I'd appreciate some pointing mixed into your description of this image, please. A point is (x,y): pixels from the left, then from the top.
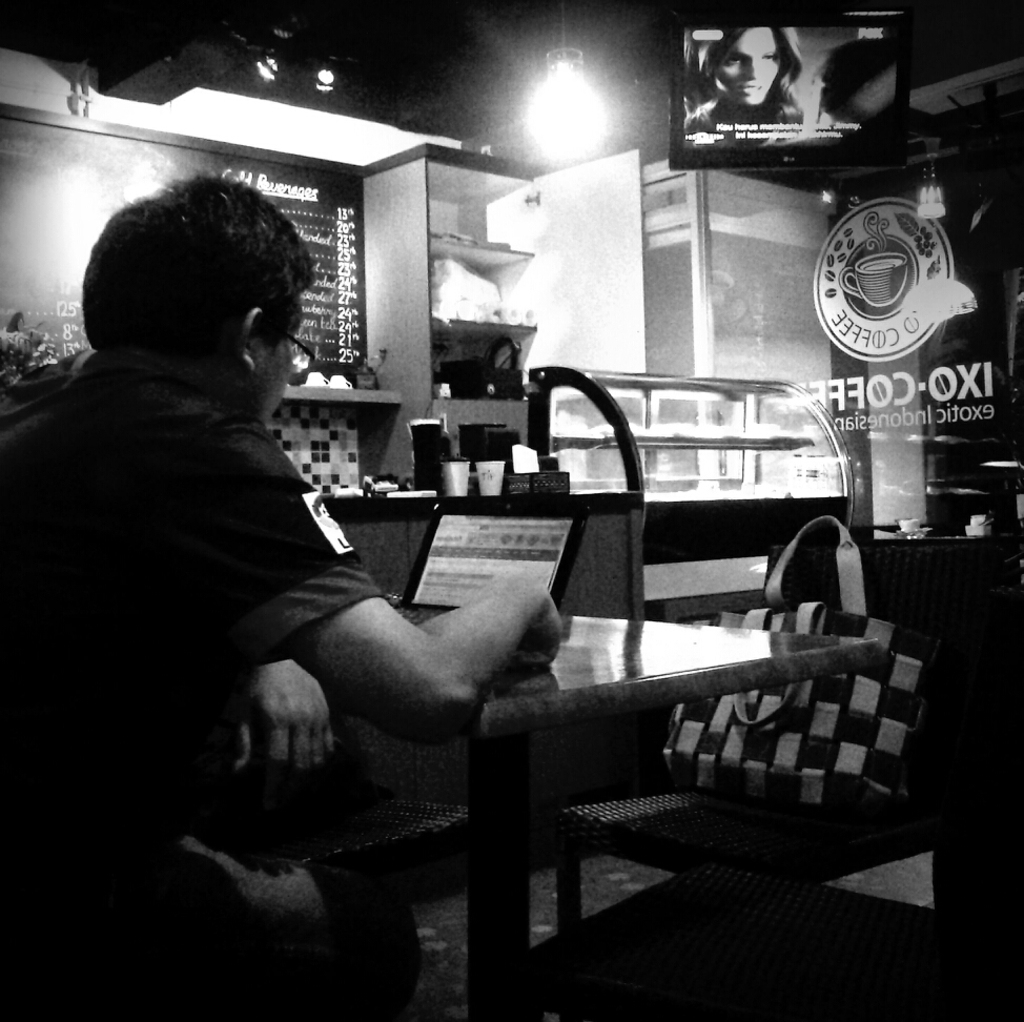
In the picture I can see a man (213,548) on the left side (213,384) and he is looking at the laptop (435,532) which is on the table (783,674). I can see the table (786,687) and chairs (839,891) on the floor (901,896). There is a bag (850,711) on the chair (832,574). I can see the refrigerated display case (719,419). There is a television (736,156) on the top right side (851,88). There is a lamp (565,104) on the roof (551,49) at the top of the picture (568,90).
